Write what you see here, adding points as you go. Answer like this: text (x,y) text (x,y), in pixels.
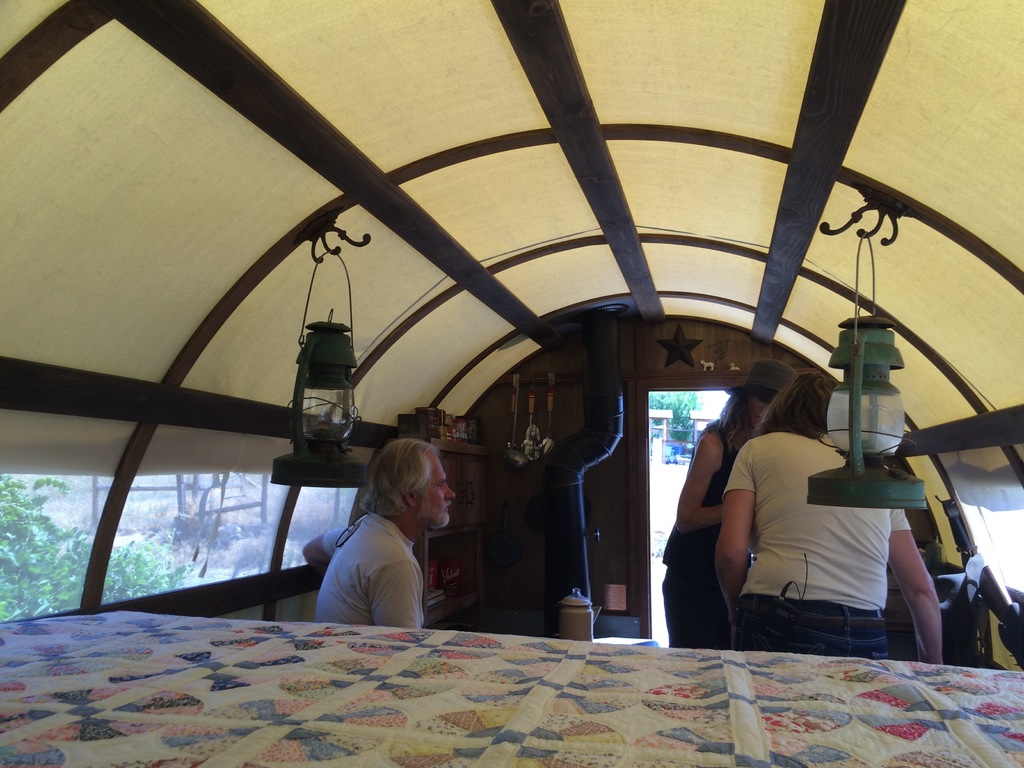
In the image there is an old man (443,492) and two women (775,595) standing inside a tent (991,107) with two lamps (339,374) hanging over its ceiling (421,395) and a bed (324,707) in the front (270,701) and in the back (698,422) there is an entrance door (681,413) with a pipe (620,428) and a vessel (575,593) beside it, on the left side (48,561) there are plants (79,554) visible outside the window (145,560).
